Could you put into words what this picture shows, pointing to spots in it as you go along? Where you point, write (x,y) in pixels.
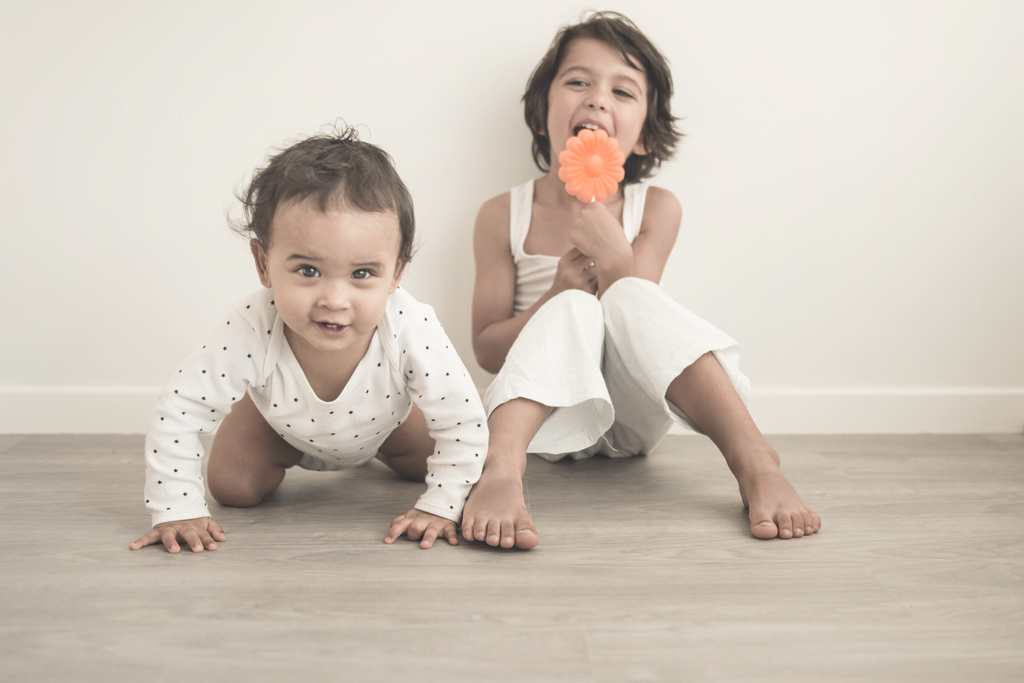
In this image, we can see kids (577,321) and one of them is holding an object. In the background (321,99), there is a wall (422,105) and at the bottom (464,618), there is floor (464,618).
